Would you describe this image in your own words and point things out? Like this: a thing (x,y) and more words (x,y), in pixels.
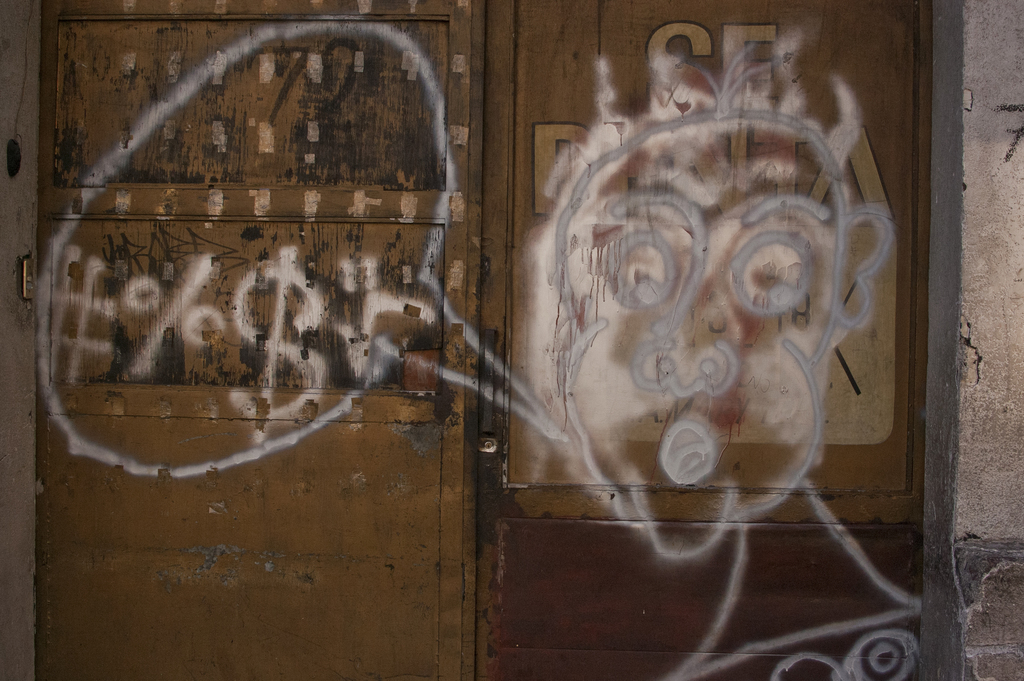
In the center of the image (515,301) there is a wall (1011,244) and door (449,356). On the door (433,393), we can see some painting (658,363) and some text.
